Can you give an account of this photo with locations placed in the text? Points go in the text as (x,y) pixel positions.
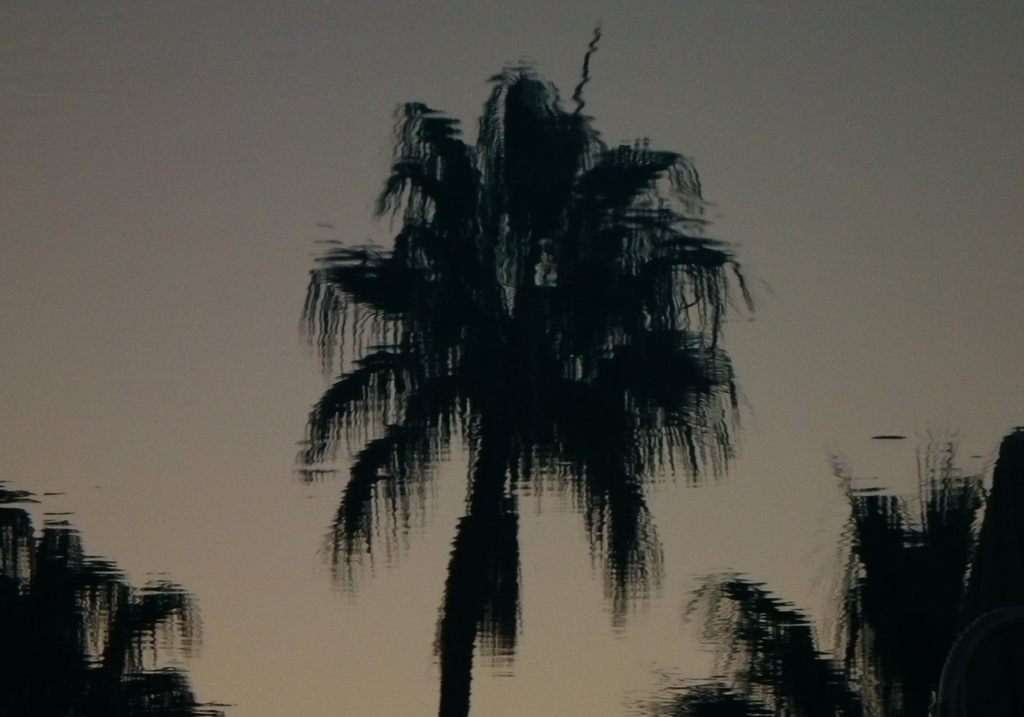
In this picture I can observe blur image of trees (624,529). In the background (160,166) there is sky (216,208).
